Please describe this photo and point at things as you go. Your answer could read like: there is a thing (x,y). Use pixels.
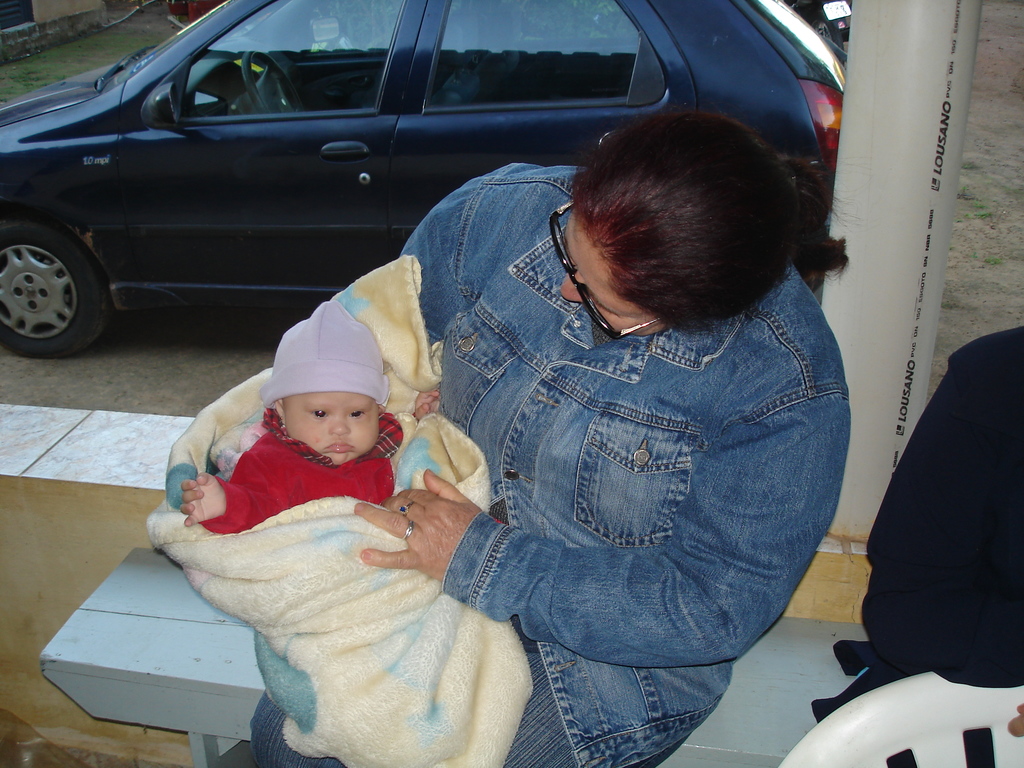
In the center of the image (646,424) we can see a lady (535,546) holding a baby (326,436) and there is a chair (902,709). In the background (594,96) there is a car (533,111) and we can see a pillar (899,422). At the bottom (730,707) there is a bench (162,702). On the right (928,515) there is a person (921,608).
